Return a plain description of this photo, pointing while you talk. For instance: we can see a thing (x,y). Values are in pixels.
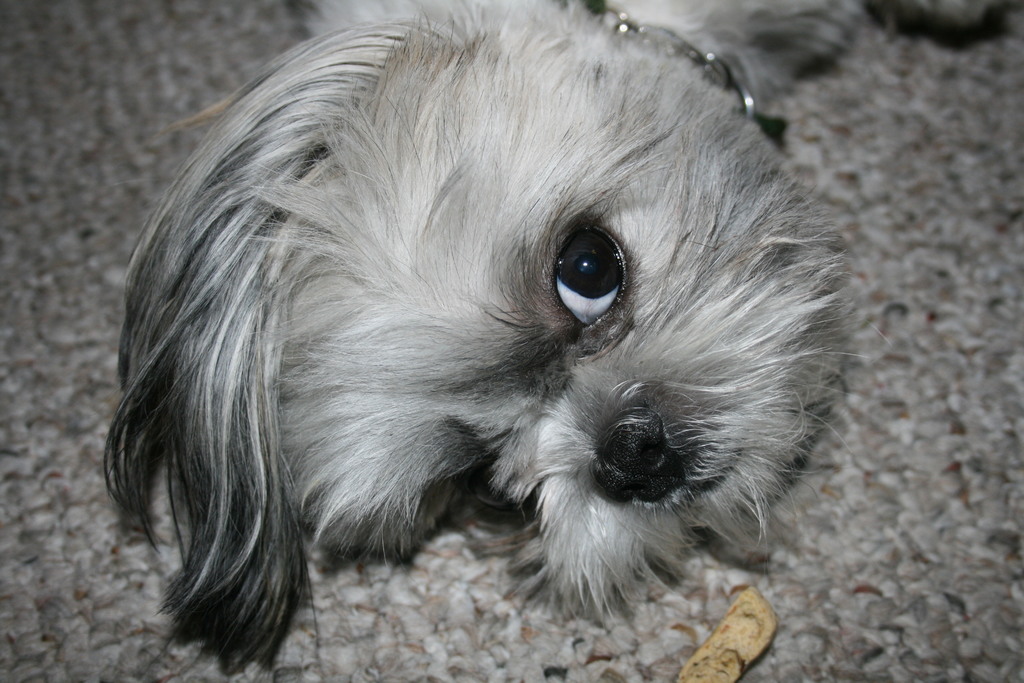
In this image a dog (580,205) is lying on the cloth (25,559). Bottom of the image (729,639) there is an object (753,641) on the cloth (800,629). The dog (696,4) is having a chain (702,64).
